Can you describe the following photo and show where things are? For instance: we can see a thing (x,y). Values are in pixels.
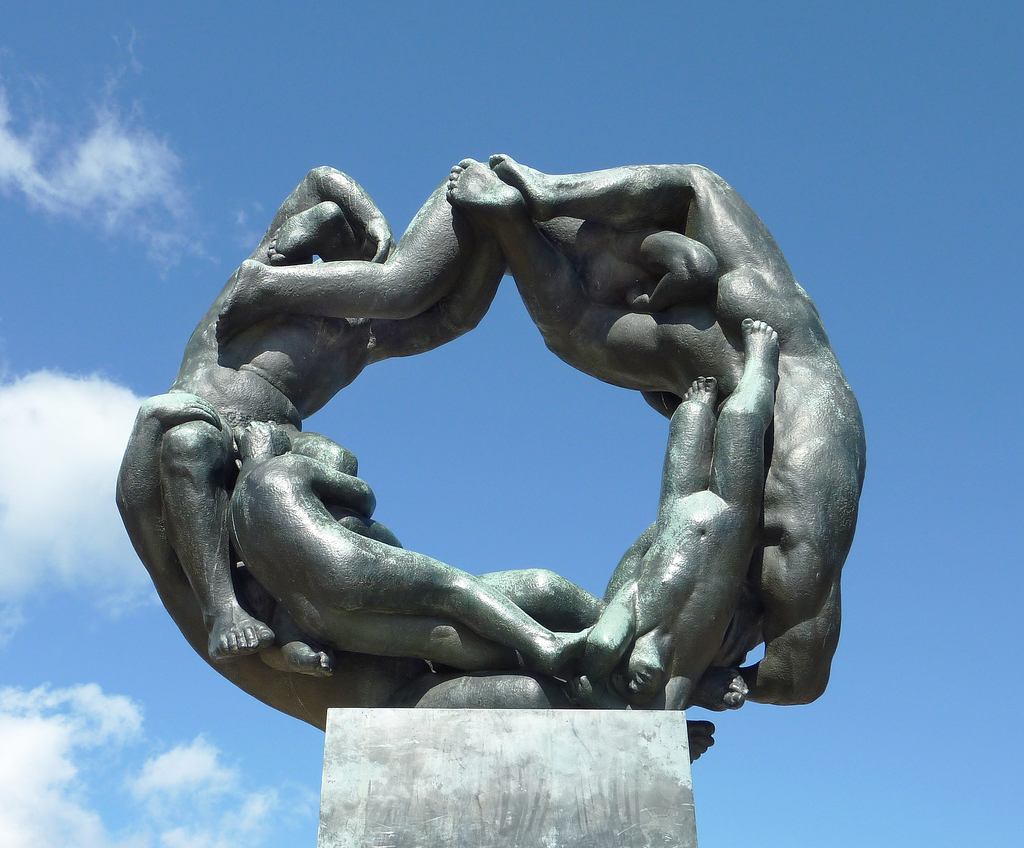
In this picture we can see a statue (753,345) on the pillar (474,764), in the background (41,465) we can find clouds (56,464).
